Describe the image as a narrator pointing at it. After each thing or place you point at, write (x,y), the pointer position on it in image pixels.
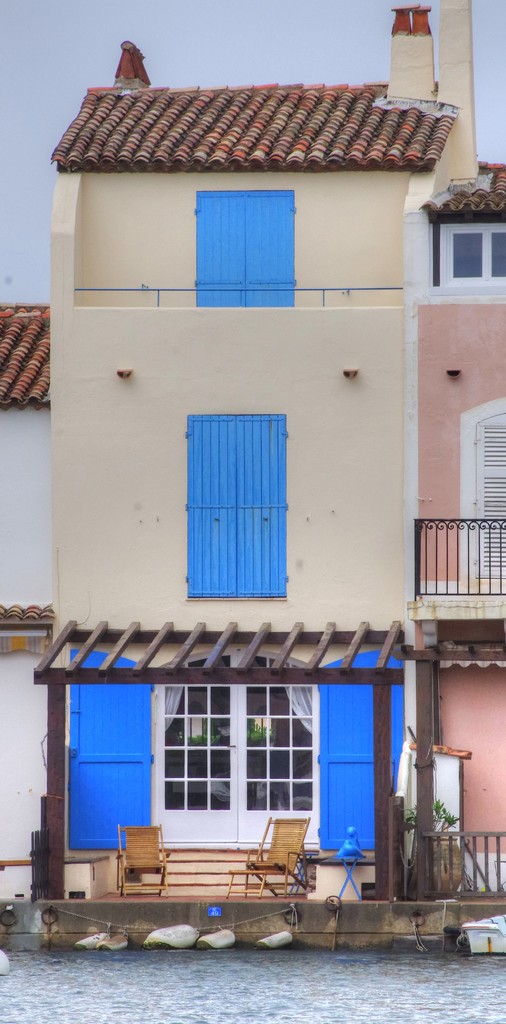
In this image I can see the water (228,974), few white colored objects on the water (114,962), few chairs (289,854), the railing (484,835) and few buildings (266,427). In the background (29,17) I can see the sky (161,31).
